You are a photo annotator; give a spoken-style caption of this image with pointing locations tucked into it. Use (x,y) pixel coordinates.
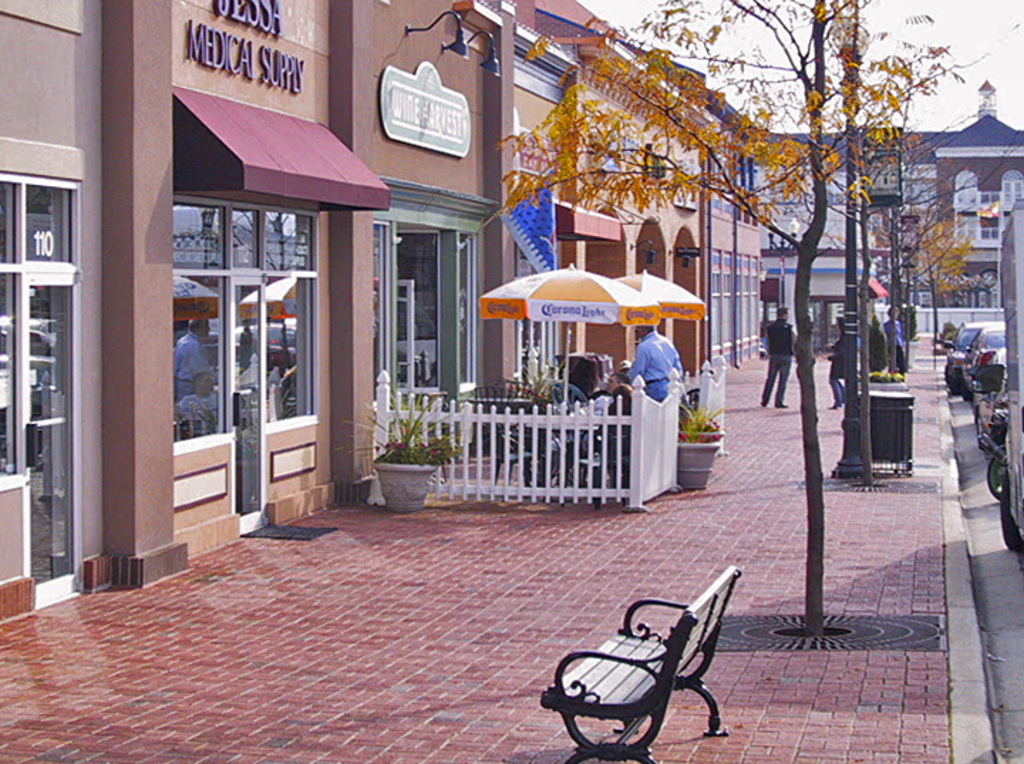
In this image, we can see buildings (371,113) and we can see boards (409,97), umbrellas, railings (468,436), plants (417,455), people (789,330) and there are vehicles (985,383) on the road (976,520), some bins (901,406), trees (817,219) and there is a bench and we can see light poles (849,200). At the top (950,32), there is sky (920,26).
